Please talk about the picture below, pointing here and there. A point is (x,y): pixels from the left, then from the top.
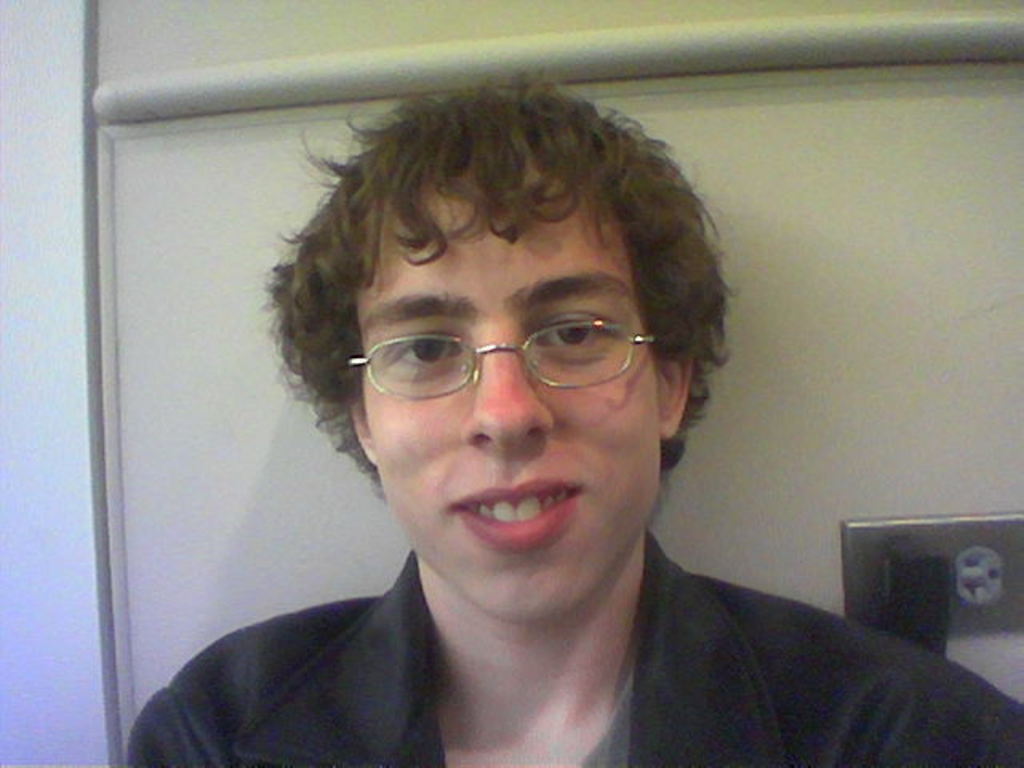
In this image we can see a person (614,528) wearing a dress (656,600) and spectacles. In the background (908,288), we can see the wall (239,126) and a switchboard (973,574).
